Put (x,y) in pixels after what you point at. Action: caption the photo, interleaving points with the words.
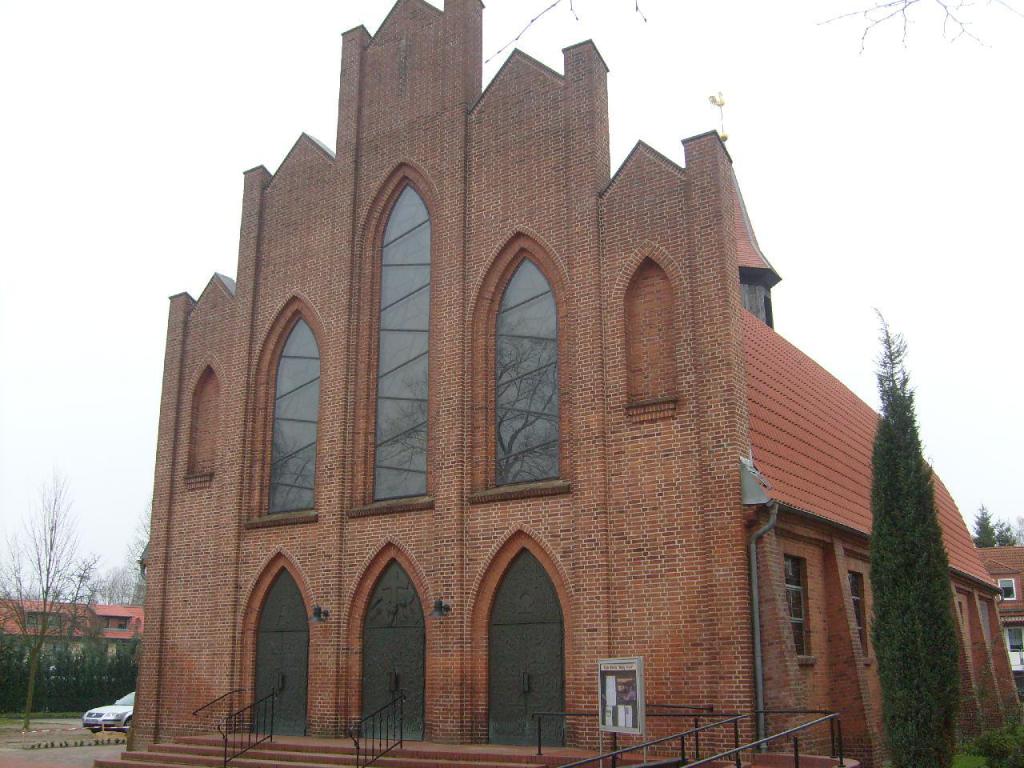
This is a picture of a church (828,724). to the right (932,598) there is a tree (925,716). In the bottom right (1007,572) there is a building (1016,566) and tree (993,523). On the left (123,703) there is a car (109,709) parked. there are trees (66,667) and a building (60,612). Sky (117,153) is cloudy. In the foreground (318,756) there is staircase (309,756), door (420,674) and railing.
